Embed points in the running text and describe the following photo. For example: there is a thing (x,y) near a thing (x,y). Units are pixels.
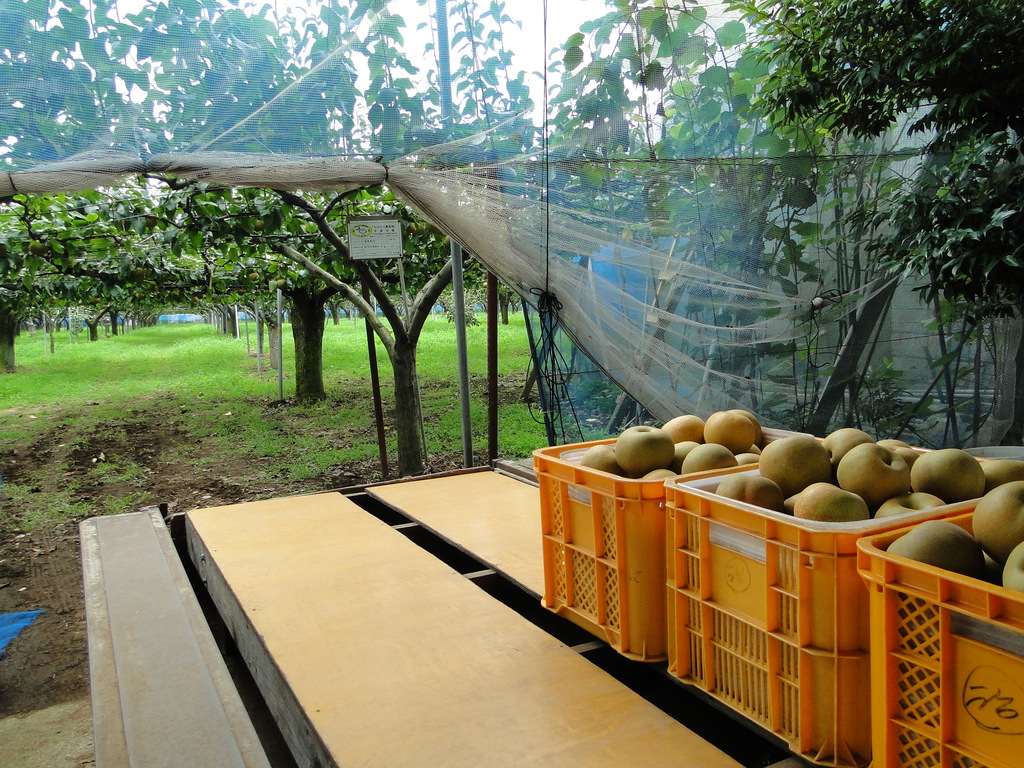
In this image, we can see a table (438,648). Few baskets (964,690) are placed on it. In the baskets (726,557), we can see the fruits (819,490). Background (180,352) there are so many trees (356,206), grass (203,353), poles (491,369), board (366,219), net (508,59) and sky (519,52).
